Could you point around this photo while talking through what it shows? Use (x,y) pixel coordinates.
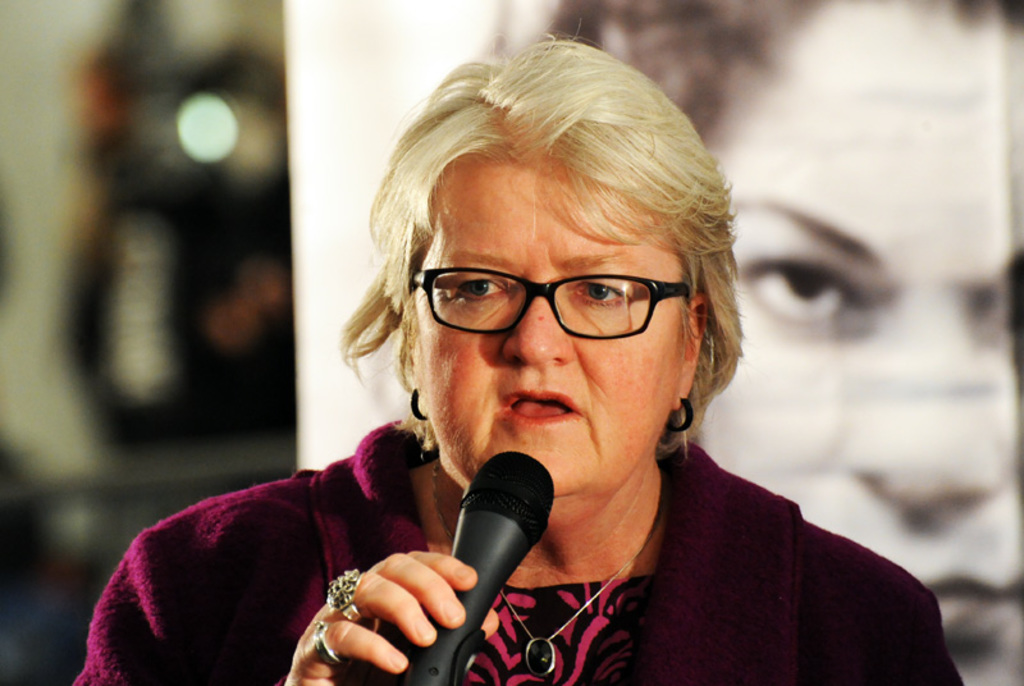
There is a woman (472,449) holding a microphone (503,515) and wearing spectacle (567,296). Background (968,518) it is blurry and we can see a person face (970,461).
